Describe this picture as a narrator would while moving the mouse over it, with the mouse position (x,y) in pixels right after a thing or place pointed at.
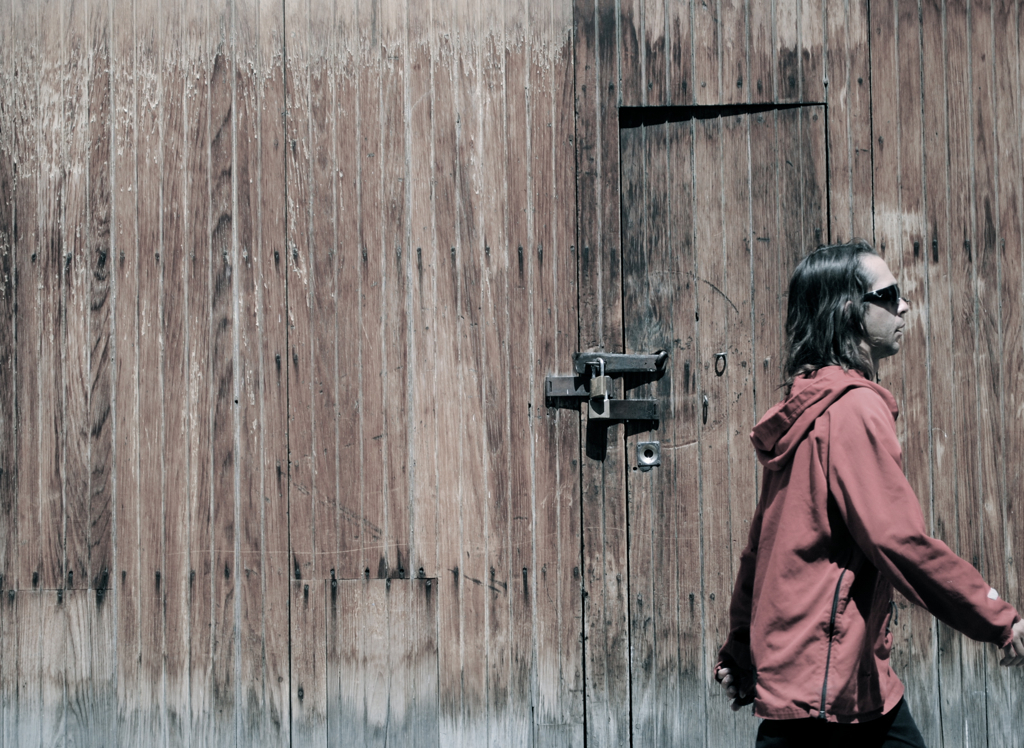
In this image I can see a man (804,317) is walking on the right side (879,422) and I can see he is wearing red colour jacket (885,567) and black shades (901,296). In the background (734,161) I can see a door (745,237) and a lock (596,418) on it.
